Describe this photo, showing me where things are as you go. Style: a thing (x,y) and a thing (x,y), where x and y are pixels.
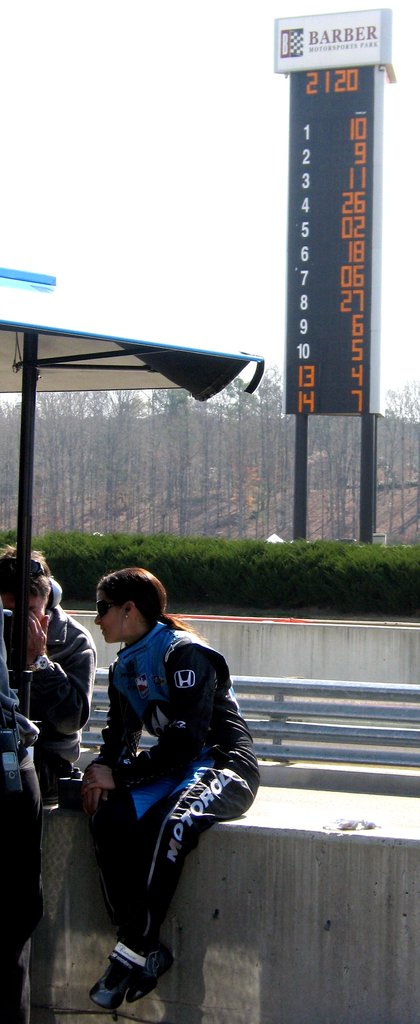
In the foreground of the picture (62,643) there are people (56,671), tent (19,322) and a wall (394,859). In the center of the picture (249,568) there are plants (319,573), railing (345,692) and a hoarding (345,346). In the background (164,453) there are trees (171,462). Sky (70,11) is sunny.
